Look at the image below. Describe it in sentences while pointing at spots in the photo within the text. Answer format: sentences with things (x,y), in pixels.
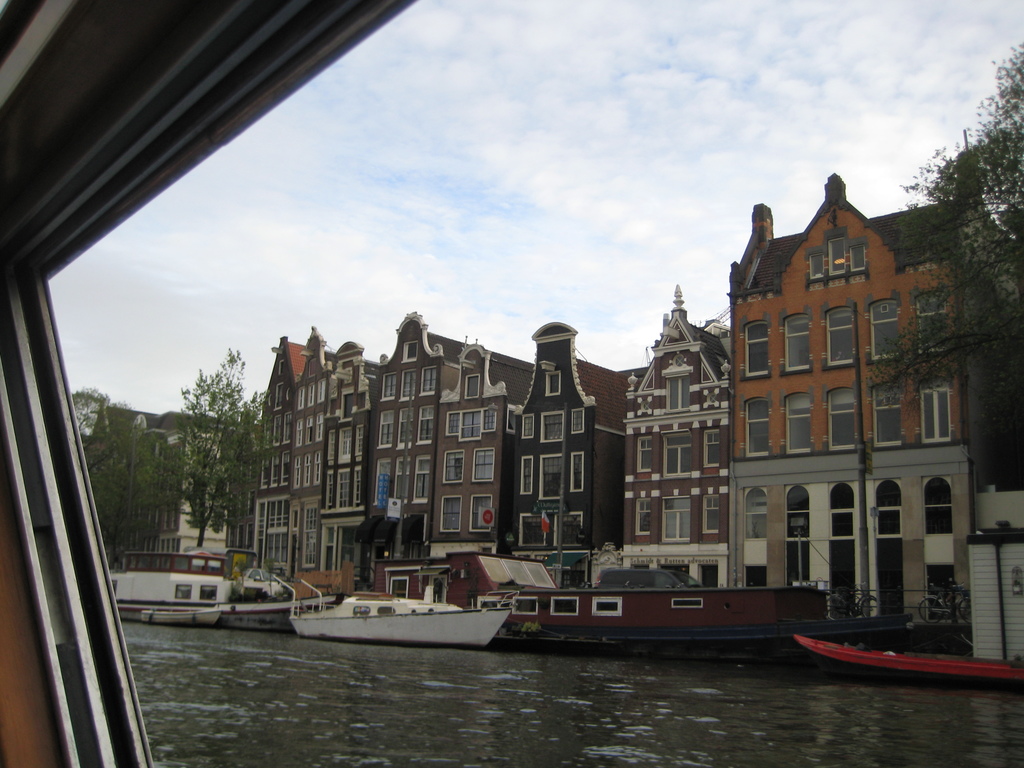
In this picture I can see buildings (378,412), trees (962,354) and I can see few boats (599,614) in the water (497,686) and a cloudy sky (564,201) and looks like picture is taken from a boat (94,745).
